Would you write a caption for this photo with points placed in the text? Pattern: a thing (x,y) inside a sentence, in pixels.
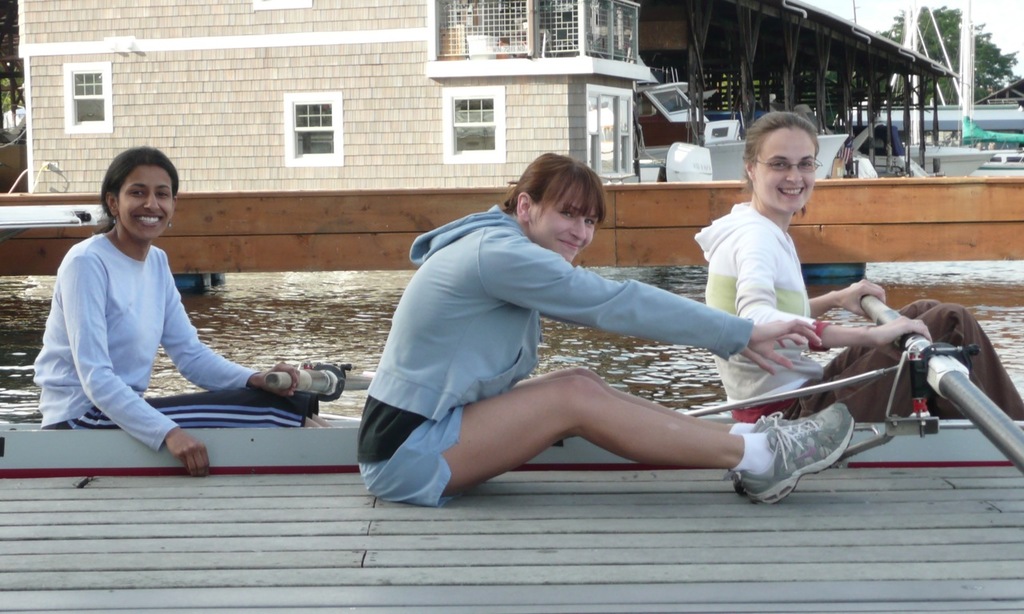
In this image there is the sky (905,11) towards the top of the image (912,10), there is a tree (951,25) towards the right of the image (972,52), there is a building (465,65) towards the top of the image (462,70), there are windows (323,109), there are doors (609,111), there is a wall (534,101), there is an object (230,229) that looks like a wooden fence (278,209), there is water (348,290), there is a boat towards the bottom of the image (227,441), there are two women (762,238) sitting on the boat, there are two women (724,292) holding an object (881,314).
